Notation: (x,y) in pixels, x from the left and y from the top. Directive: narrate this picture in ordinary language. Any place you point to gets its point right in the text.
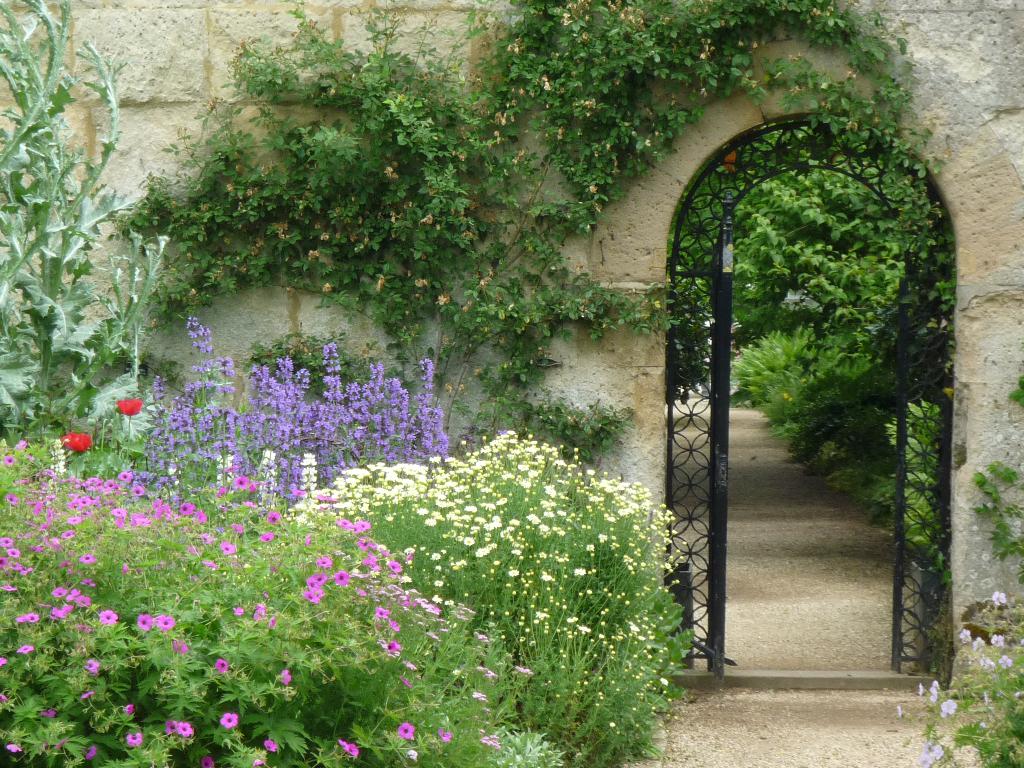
In this image we can see few plants (497,691) with flowers (328,471), there is a creeper plant (262,238) to the wall (1010,336), an arch (929,260) and few trees (856,313).
